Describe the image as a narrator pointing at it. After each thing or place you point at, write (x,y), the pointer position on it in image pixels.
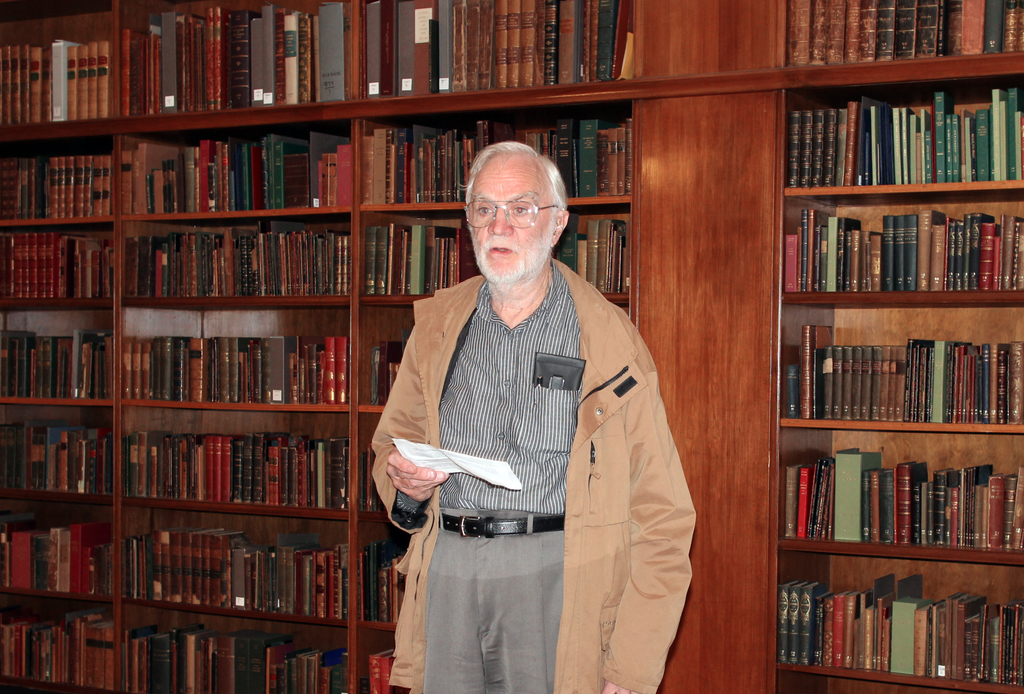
Here in the middle (550,235) we can see an old man (502,237), wearing a jacket (459,330) on him standing on the floor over there and he is holding a paper (507,466) in his hand (432,476) and he is also wearing spectacles (480,226) on him and behind him we can see shelves (642,124) present, which are covered with books (426,89) all over there.
